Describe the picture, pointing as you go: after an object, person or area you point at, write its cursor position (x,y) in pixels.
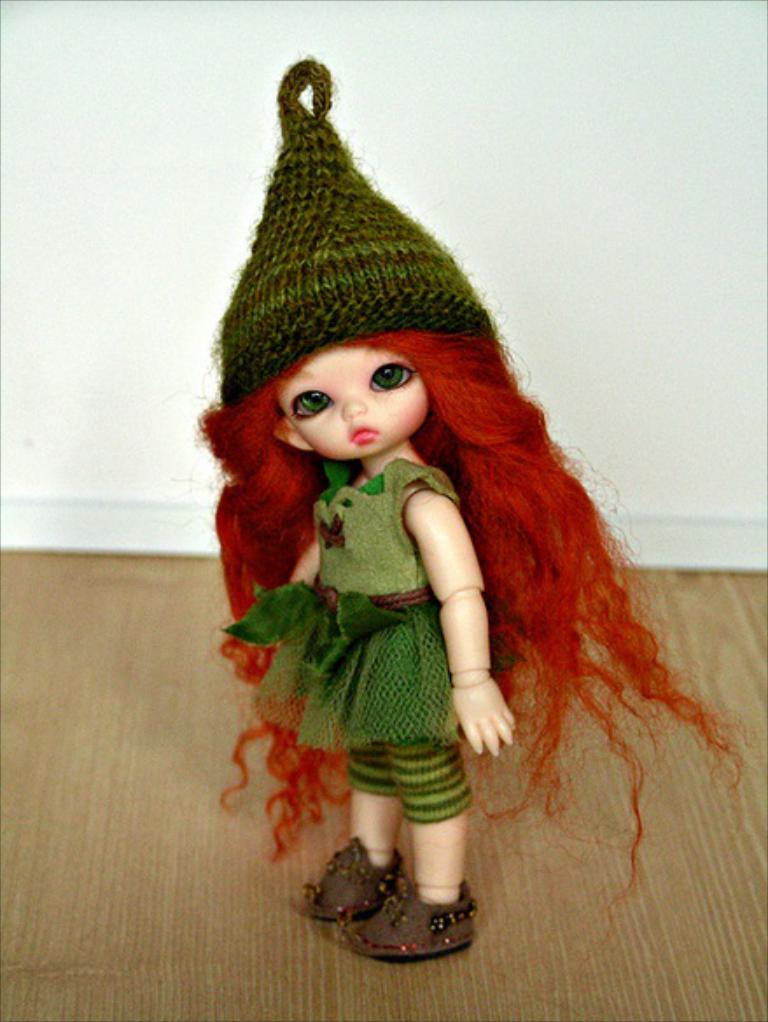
In this image I can see a barbie toy (422,507) along with a green color dress (385,675). In the background (663,425), I can see a white color wall (532,217).
